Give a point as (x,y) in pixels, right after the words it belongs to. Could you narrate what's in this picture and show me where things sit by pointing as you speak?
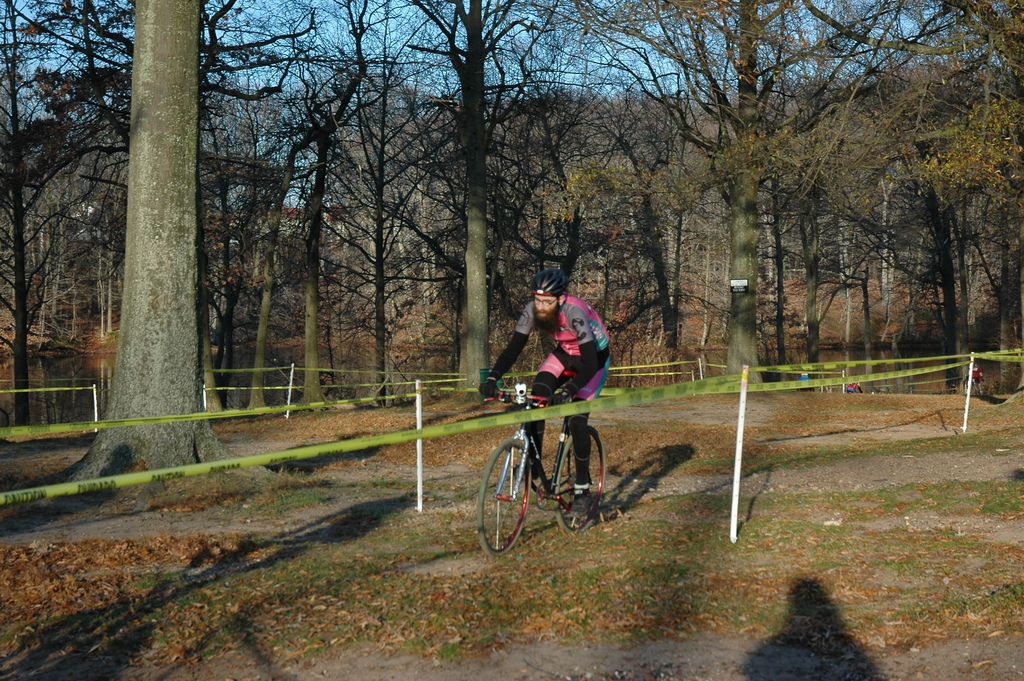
In this image I can see a person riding bicycle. Background (810,258) I can see few poles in white color, few dried trees (519,136) and few trees (656,178) in green color and sky (596,47) is in blue color.
